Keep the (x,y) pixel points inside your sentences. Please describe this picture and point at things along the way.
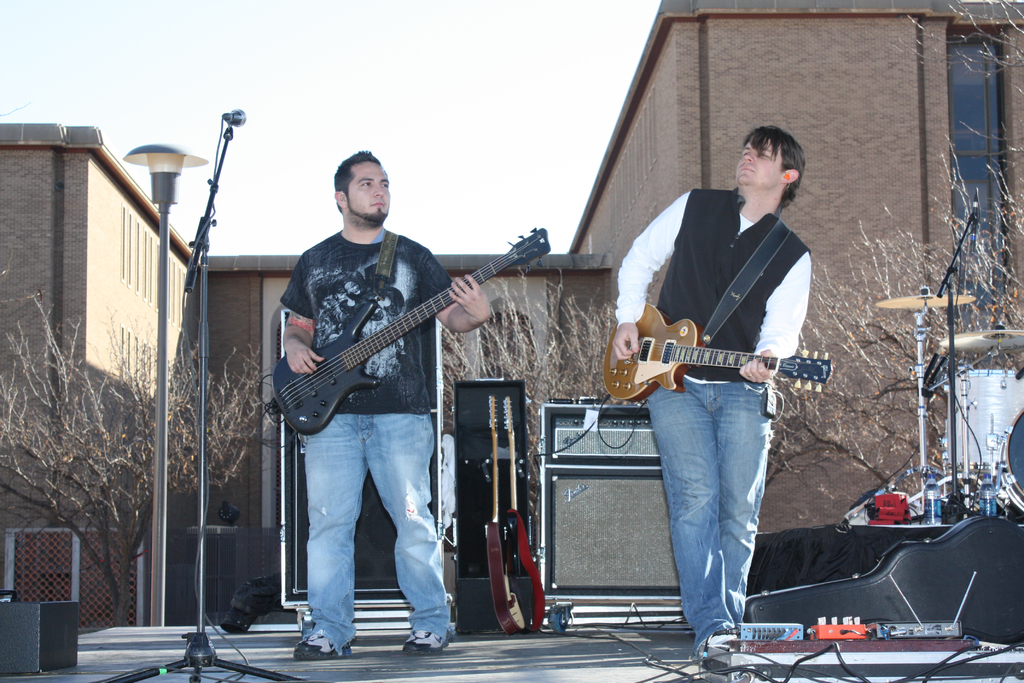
These two persons (359,287) are playing guitar (666,359) on the stage (666,629). Far there is a building (115,281). In-front of this building (815,287) there are bare trees (854,352) and fence (92,564). On this stage (254,657) we can able to see mic (233,122), guitar box (485,433), cables (963,665), devices (630,570) and bottles (986,502). At the right side of the image (1012,490) we can able to see musical instruments (921,299). This is pole (165,571) with lamp (163,177).
